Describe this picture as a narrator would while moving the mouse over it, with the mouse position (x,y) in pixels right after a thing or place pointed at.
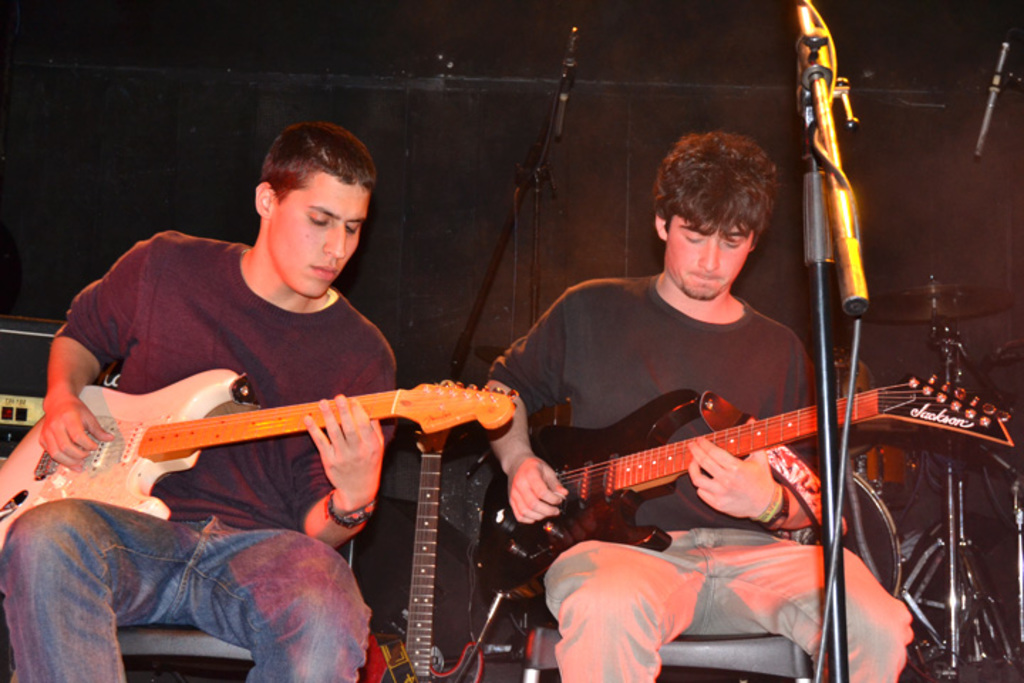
In this image there are two musicians (272,358) one, two performing at the stage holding a guitar (594,499) and sitting on a chair (188,648). In front of them there is a microphone stand (826,329) which is black in colour. In the background (438,267) a black wall (167,173) and a microphone stand (551,184) is visible.
